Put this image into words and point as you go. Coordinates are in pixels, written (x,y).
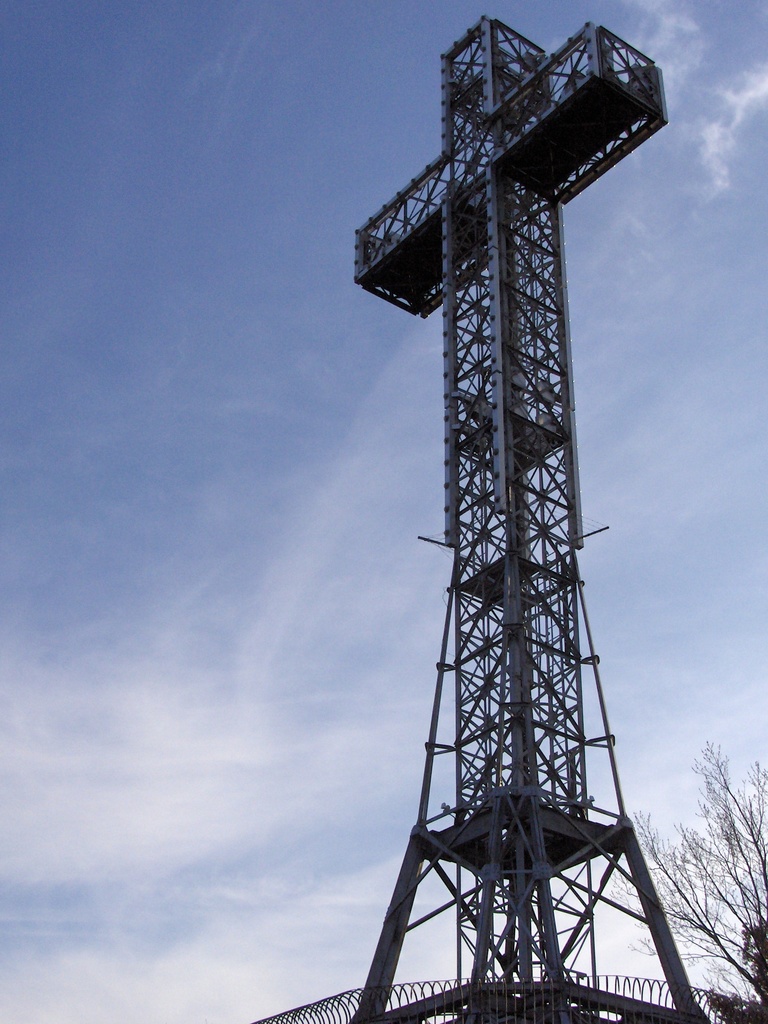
In this image we can see a tower (532,819). On the right (711,955) there is a tree (683,846). In the background (284,541) there is sky (224,319).
